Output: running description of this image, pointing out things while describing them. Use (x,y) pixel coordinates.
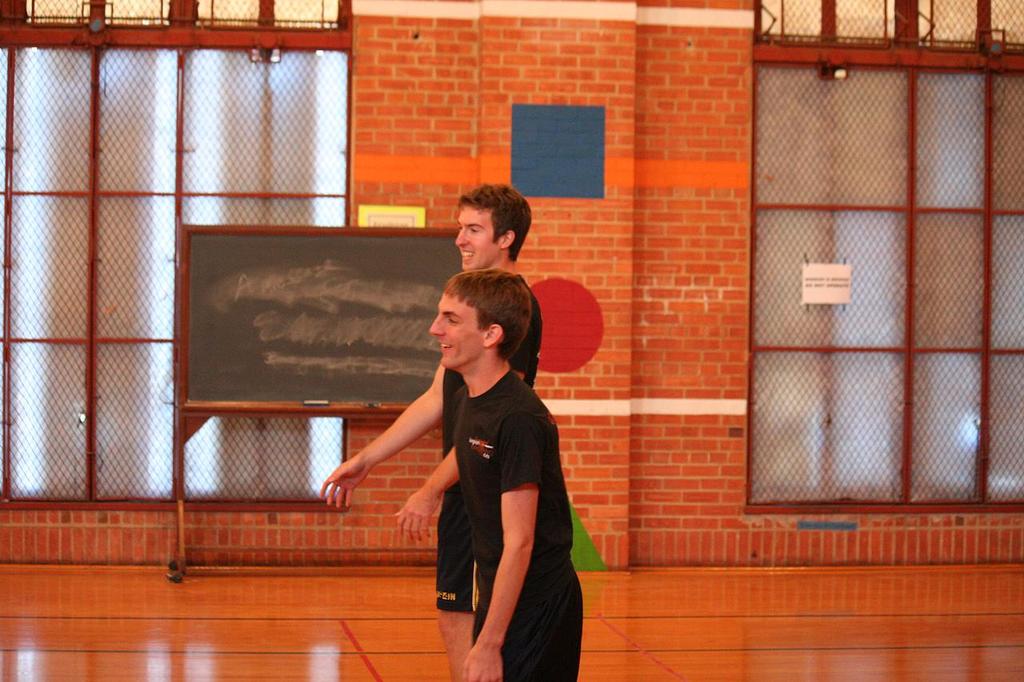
In this image, we can see people (518,463) standing and smiling and in the background (272,285), there is a board (387,246) and we can see a mesh (114,89) and there is an another mesh (778,296), on the right (826,275) and a poster (835,284) pasted on it and there is a wall (698,400). At the bottom (715,614), there is floor (742,613).
